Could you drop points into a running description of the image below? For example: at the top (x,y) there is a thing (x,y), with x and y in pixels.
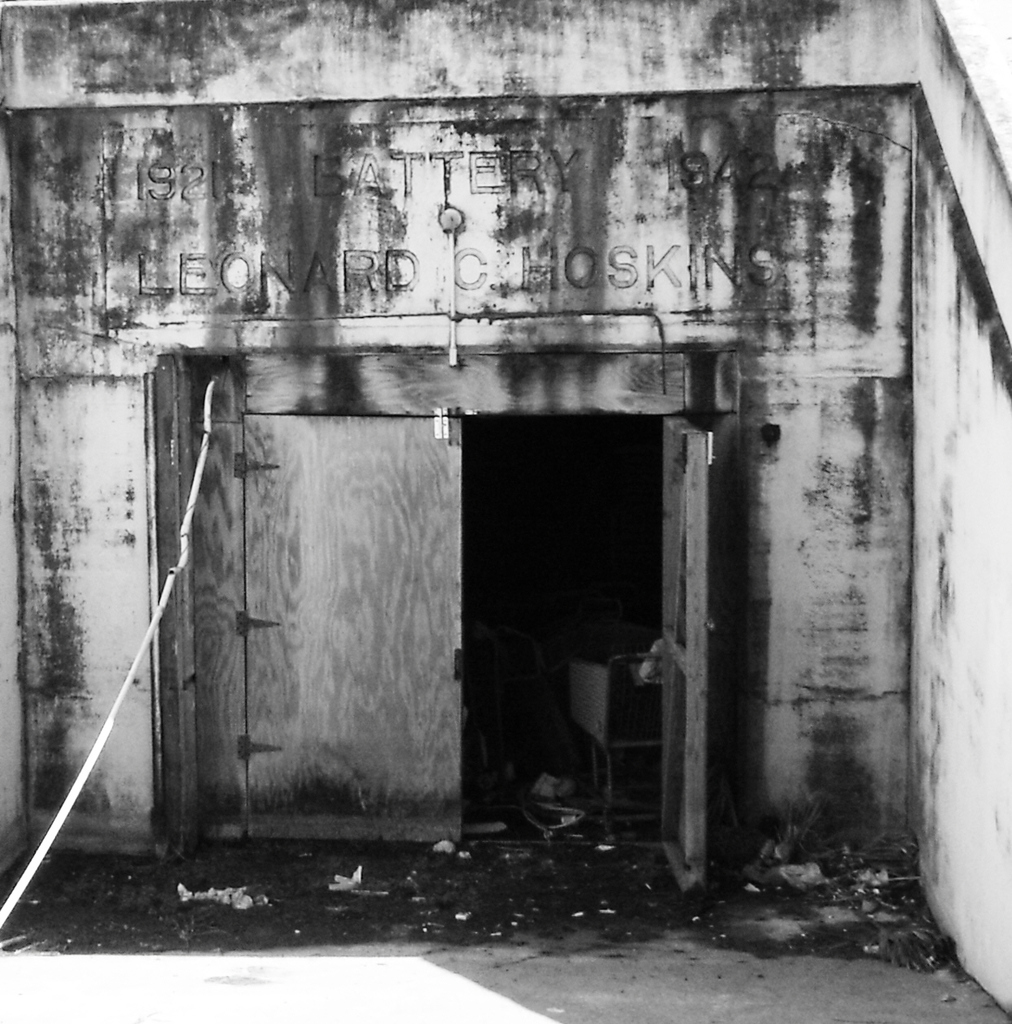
It's a black and white image and it looks like a bunker (458,398). These are the wooden doors (255,573).
